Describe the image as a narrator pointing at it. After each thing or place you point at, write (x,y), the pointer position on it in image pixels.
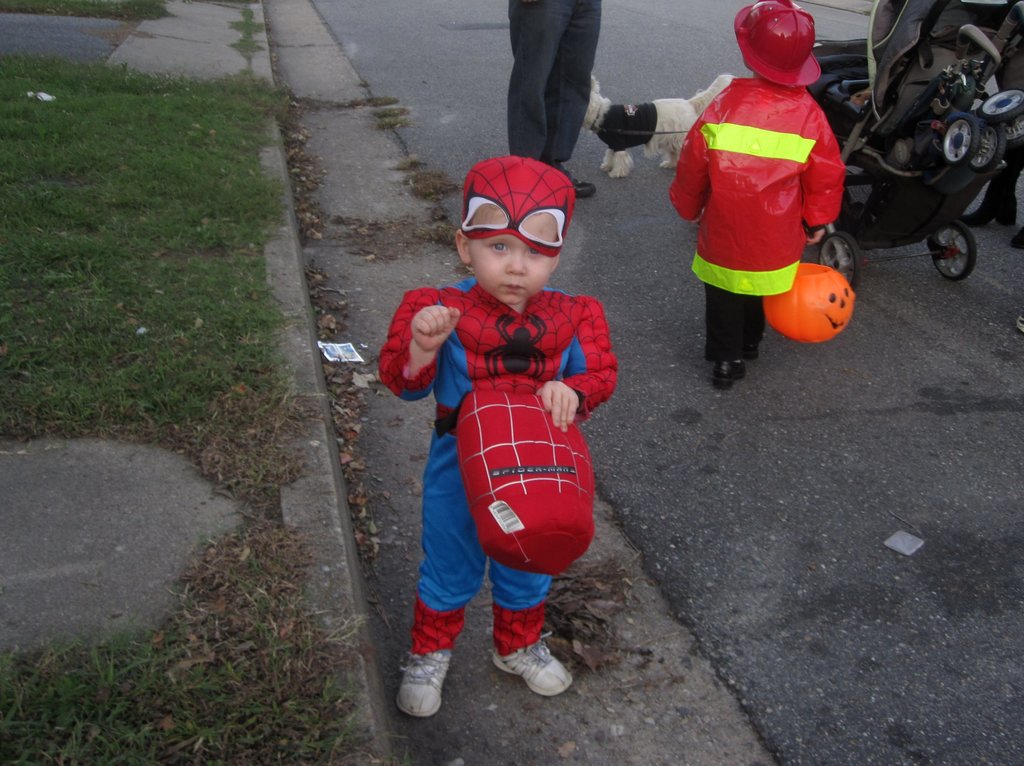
In this picture there are two kids (572,300) standing and holding the objects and there is a person (590,65) standing and there is a dog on the road (630,282) and there is a baby trolley (907,93) on the road (390,20). At the bottom (322,667) there is grass (74,6) on the footpath (54,573) and there is a road (404,20).
